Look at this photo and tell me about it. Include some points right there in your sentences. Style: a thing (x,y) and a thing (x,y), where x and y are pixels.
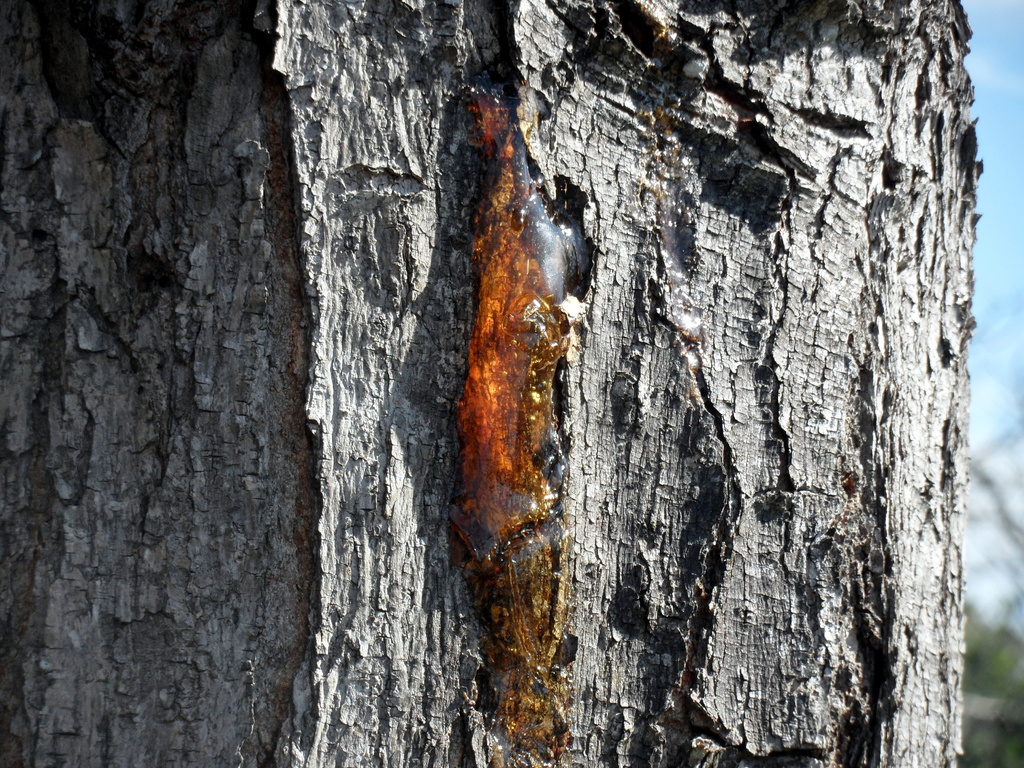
In the picture I can see the trunk (676,96) of a tree (738,232) and I can see the tree sap (508,365) on the trunk (604,362).
